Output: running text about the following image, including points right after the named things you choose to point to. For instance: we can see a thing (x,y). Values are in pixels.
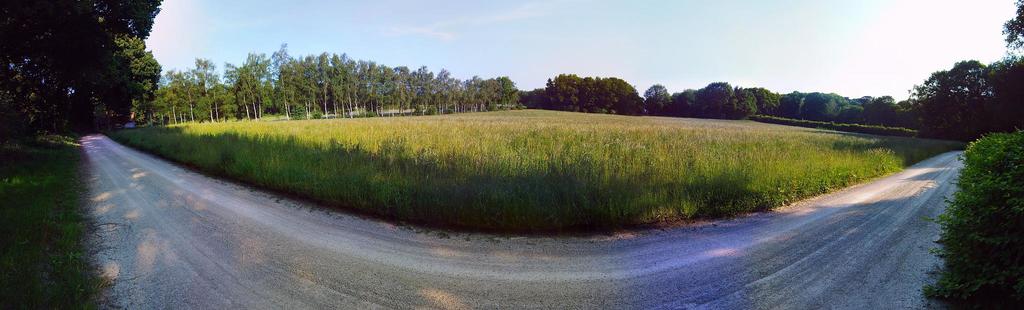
In this image we can see trees (289,79), road (399,295), grass (592,186) and in the background (370,42) we can see the sky (432,45).
